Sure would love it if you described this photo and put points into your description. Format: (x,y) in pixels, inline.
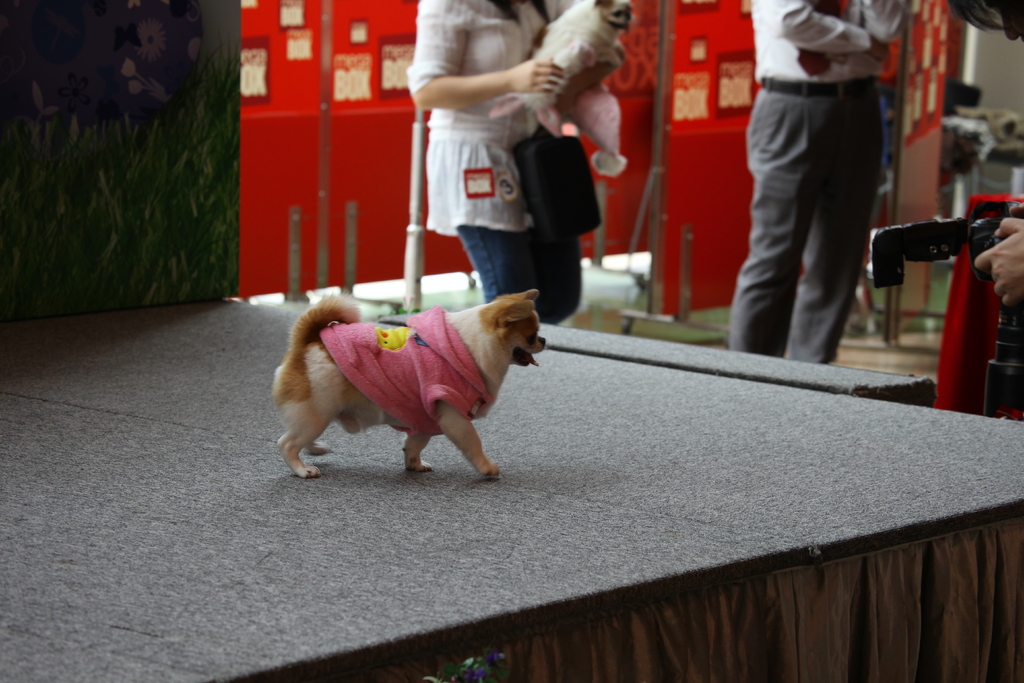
In this picture there is a dog (496,319) walking. At the back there is a person (487,167) standing and holding the dog (593,17) and there is a person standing and there is a person (1011,237) standing and holding the camera (996,242). At the back (649,122) there is a hoarding (911,132).
